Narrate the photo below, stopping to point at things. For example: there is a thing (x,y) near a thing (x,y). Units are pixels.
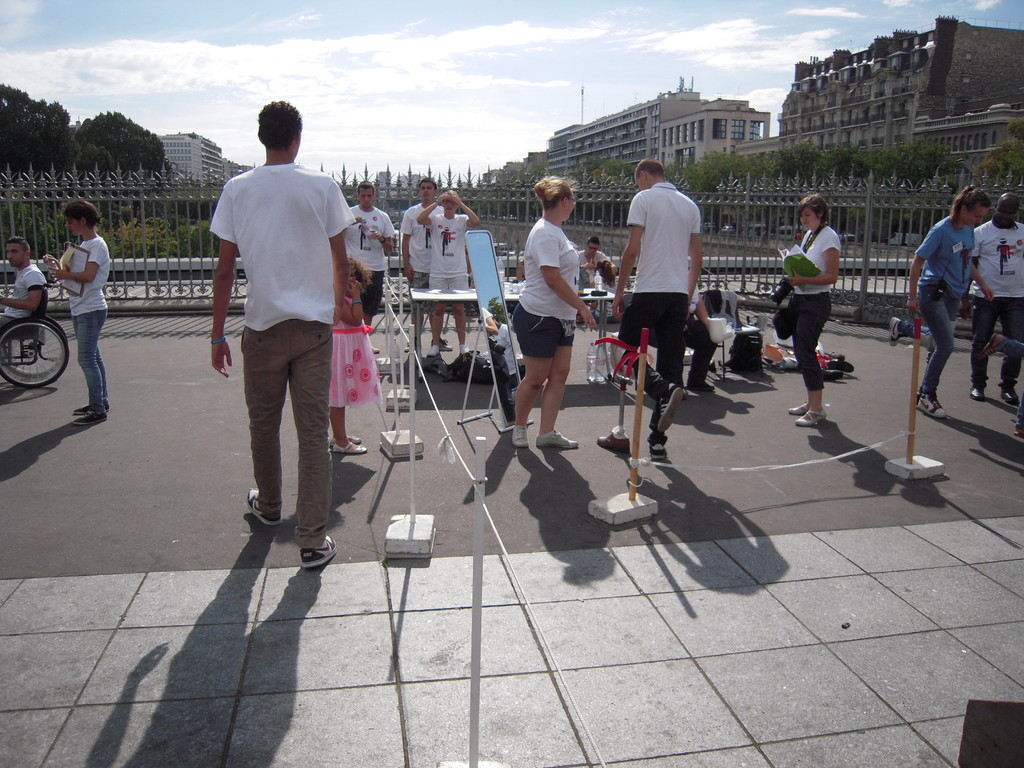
In this image we can see few persons (554,319) are standing and walking on the road (586,528). On the left side (45,367) we can see a person (15,291) is sitting on a wheelchair (52,350). There are objects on a table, rope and pole barrier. In the background (872,313) we can see fence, trees (19,158), buildings (976,140), windows (833,101) and clouds (241,137) in the sky (220,38).
